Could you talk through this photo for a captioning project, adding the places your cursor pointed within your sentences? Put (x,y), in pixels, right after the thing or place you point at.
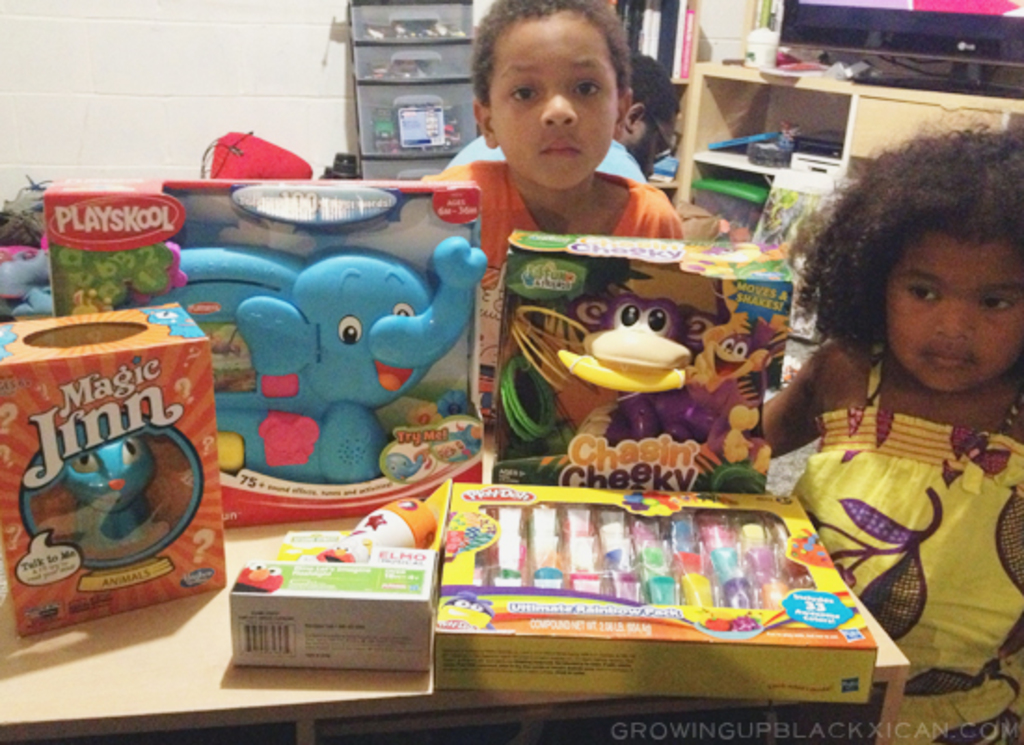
As we can see in the image there is a white color wall (114,84) and three people (593,128) over here and in the left side (76,679) there is a table (133,633). On table (176,608) there are few boxes (190,520).
